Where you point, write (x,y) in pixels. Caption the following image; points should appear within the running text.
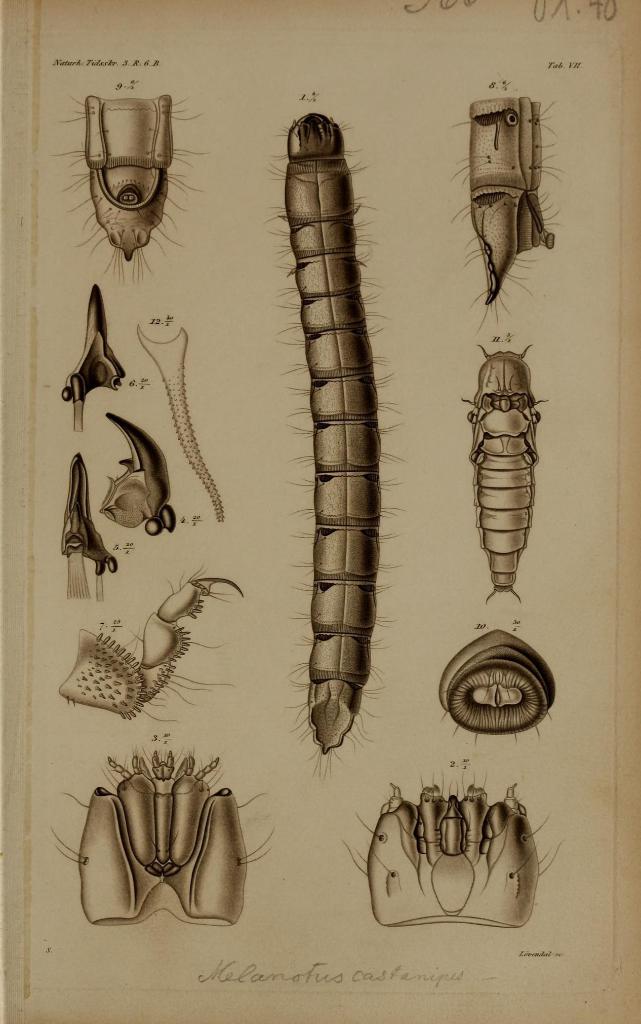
In this image we can see pictures (122,882) of insects (343,503) printed on the paper (274,875) and there is text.
